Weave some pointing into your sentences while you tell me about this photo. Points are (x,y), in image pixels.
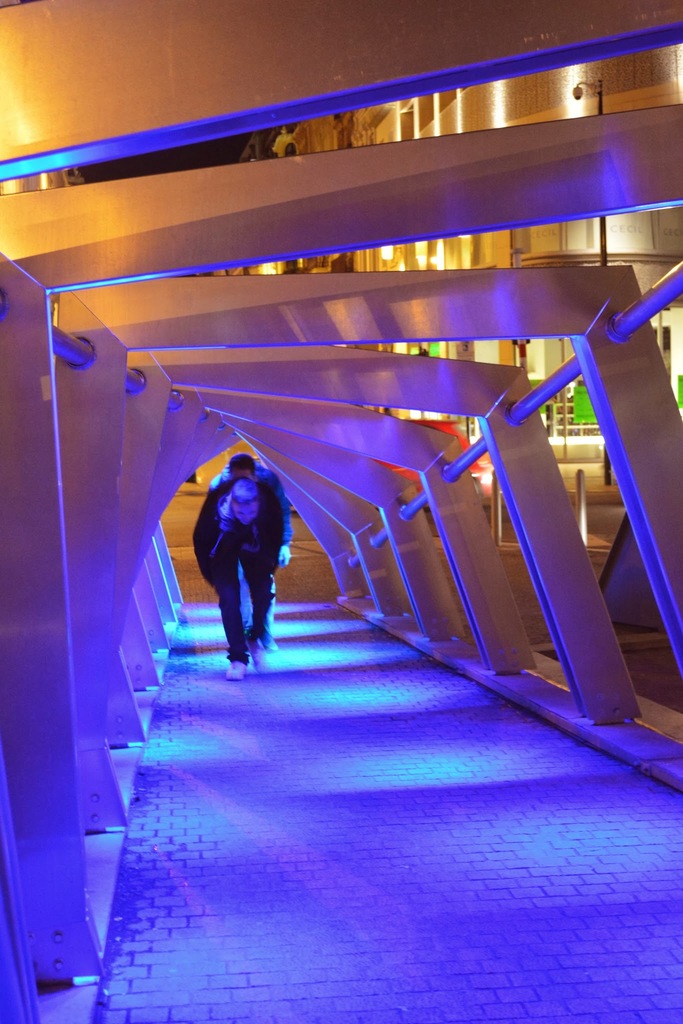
In this image there are two persons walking on the walkway (308,629), and in the background (471,131) there are buildings (431,121), sky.
